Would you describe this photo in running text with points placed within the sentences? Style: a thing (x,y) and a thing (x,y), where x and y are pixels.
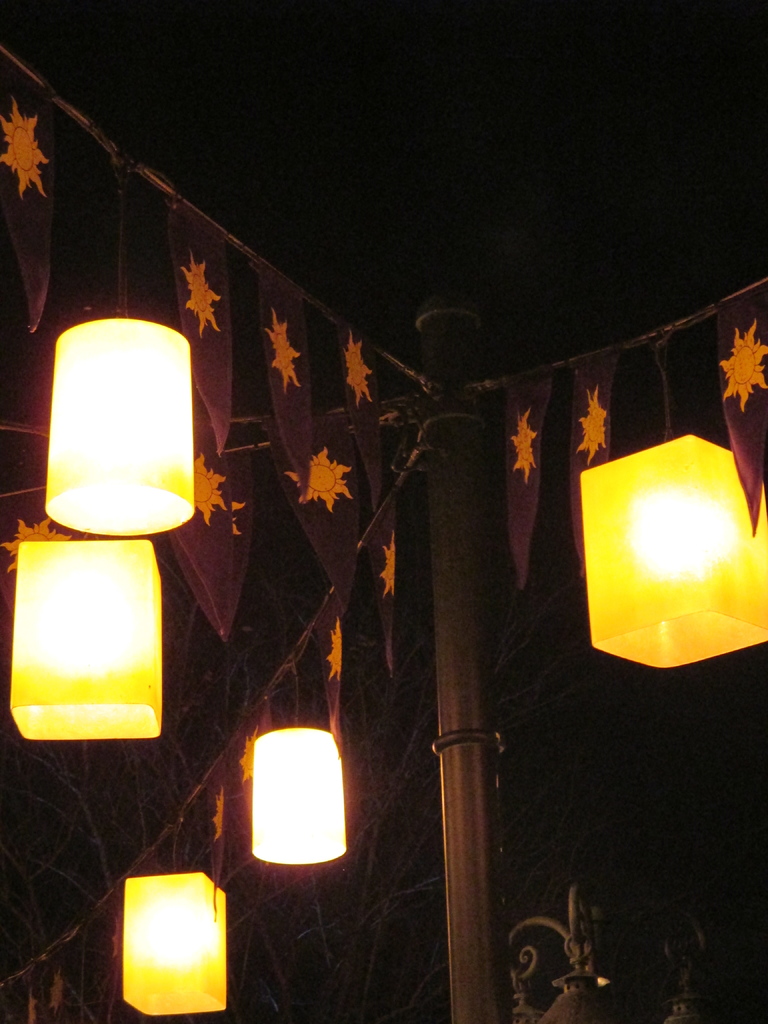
In this image I can see there are beautiful lights (144,618) in rectangular and cylindrical shape and there are leaves like structures (303,456) with yellow color paintings (392,561) on it. In the middle (436,521) there is a pole (451,765) in this image.
